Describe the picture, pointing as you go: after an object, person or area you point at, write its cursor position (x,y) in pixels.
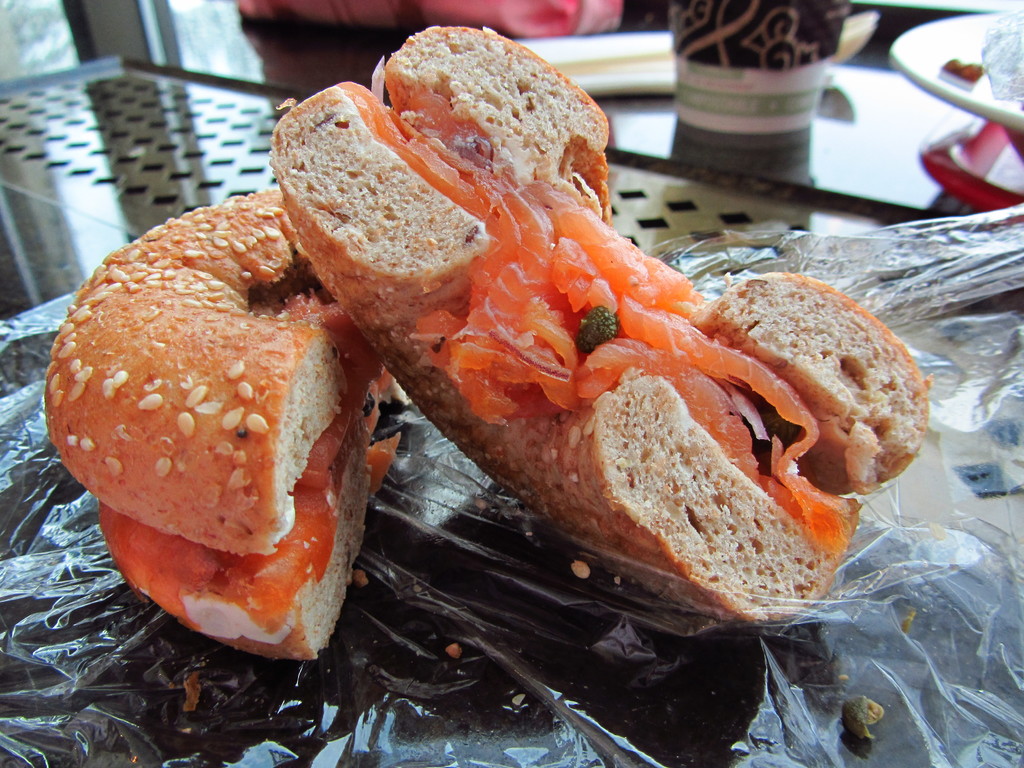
In the image in the center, we can see one table (804,228). On the table (803,229), there is a bag (593,13), glass (763,19), plate (924,65), plastic cover (972,335), some food items (890,416) and a few other objects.
